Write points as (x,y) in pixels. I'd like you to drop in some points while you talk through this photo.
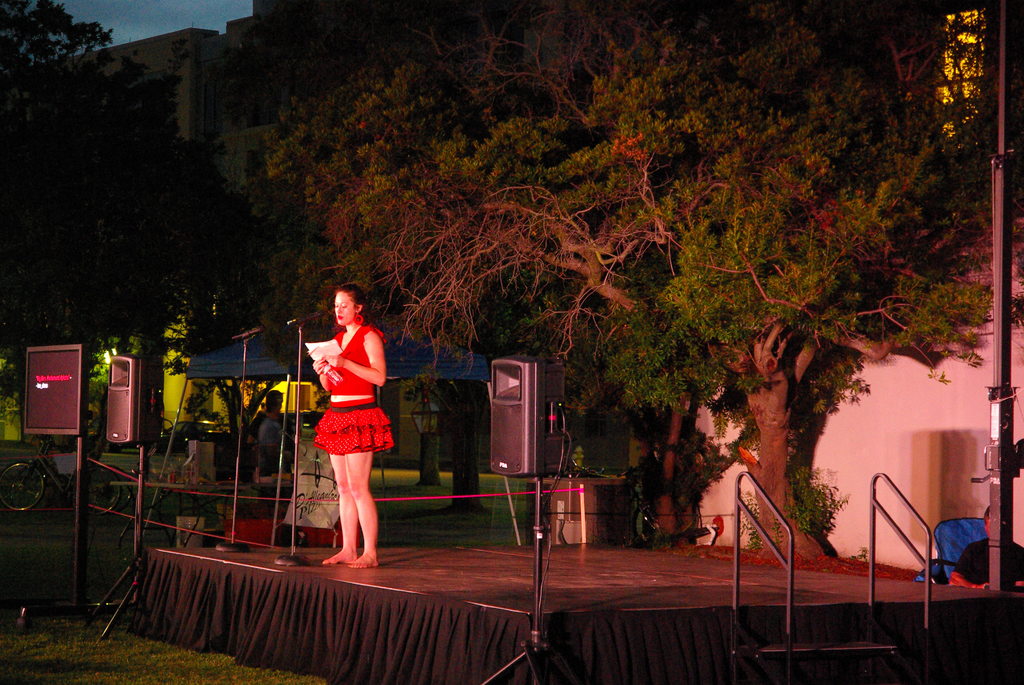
In this image there is a women (350,411) standing on a stage (613,592) holding paper (313,349) in her hand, in front of her there is a mic (295,457), in the background (470,459) there are speakers (493,445) and trees (369,236).
